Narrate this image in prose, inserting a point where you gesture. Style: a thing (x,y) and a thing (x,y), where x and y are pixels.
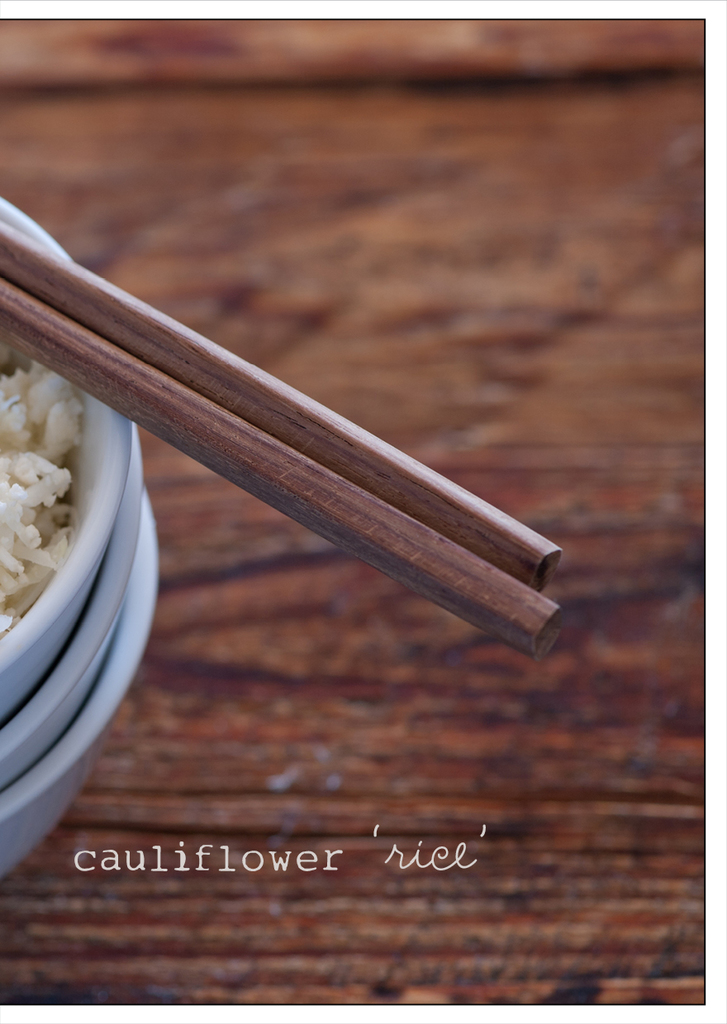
In this picture, this is a wooden table (591,671) on the table (499,756) there are three bowls (75,669) with food (16,433) and wooden chopsticks (26,280). On the image there is a watermark (113,857).
